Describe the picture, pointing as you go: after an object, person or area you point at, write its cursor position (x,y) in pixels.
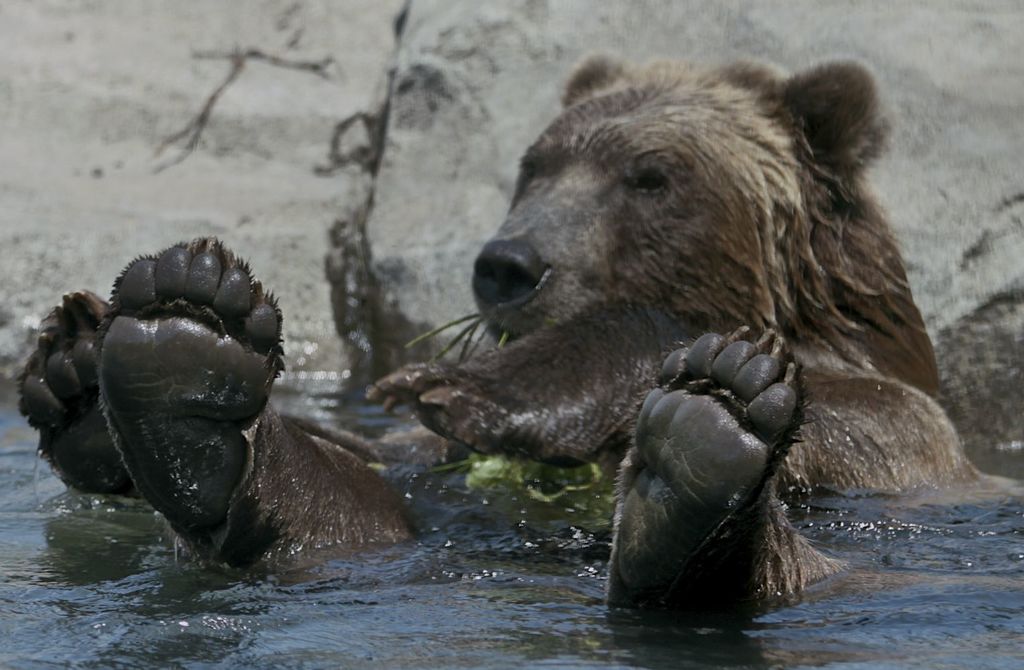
In this picture we can see bear (817,210), who is sitting on the water (385,617) and he is showing his legs (635,523). On the back (957,251) we can see stones (736,26).
